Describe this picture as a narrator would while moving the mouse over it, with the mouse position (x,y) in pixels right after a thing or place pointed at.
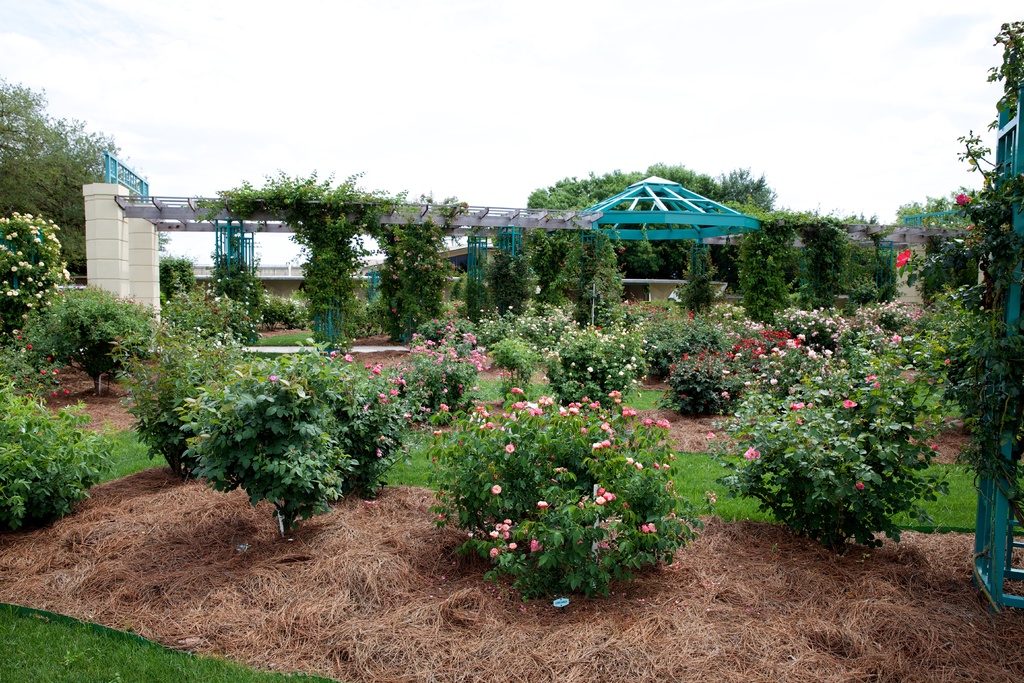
In this image we can see trees (47,179), plants (551,472), grass (174,653), creepers (231,293), building (117,219), arch (159,227). In the background (259,111) there are clouds (469,65) and sky (91,37).
